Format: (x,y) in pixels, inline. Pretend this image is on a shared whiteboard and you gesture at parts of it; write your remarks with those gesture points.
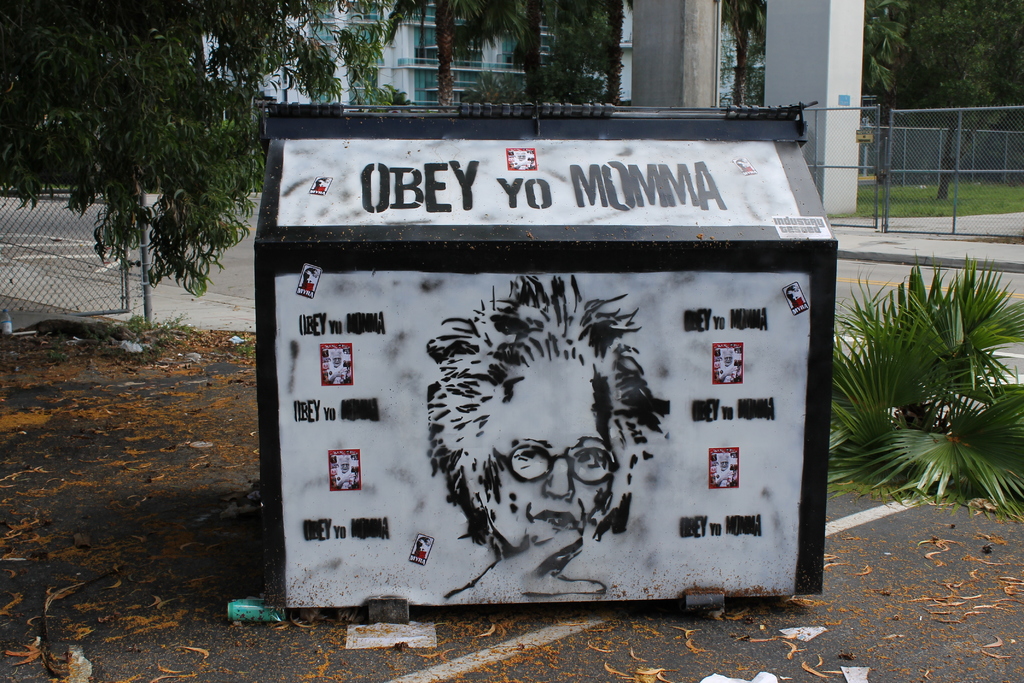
In the center of the image (517,359) we can see a dumpster (555,376). In the background (451,50) there are trees (607,40), buildings (455,67), fence (978,158) and a road (236,264).
